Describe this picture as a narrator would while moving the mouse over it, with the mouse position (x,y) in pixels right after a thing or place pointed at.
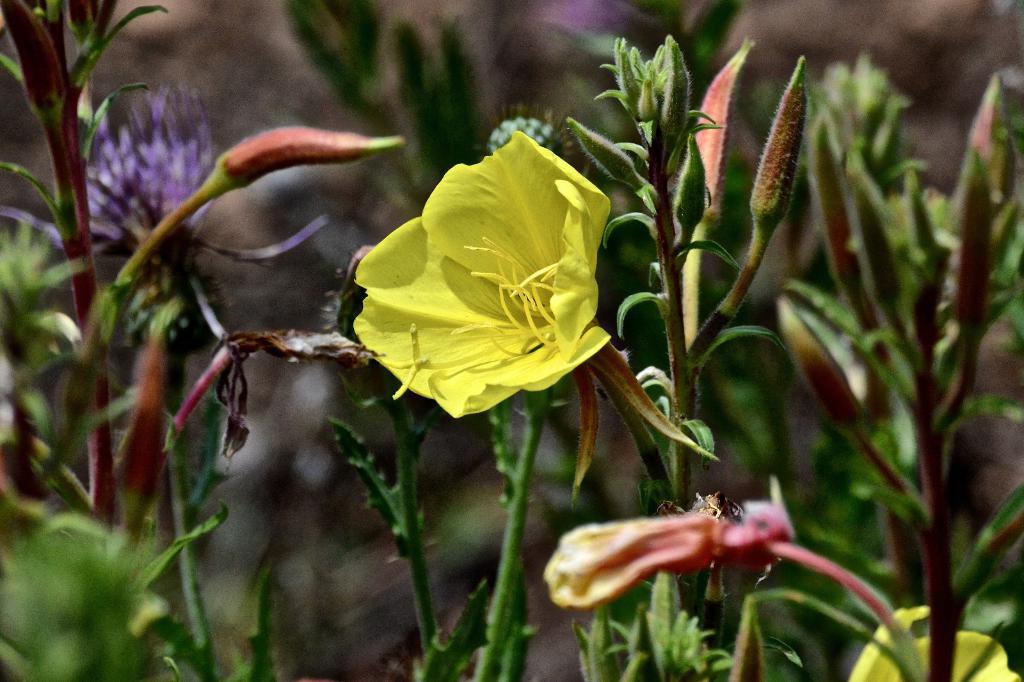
In this image we can see there are plants (756,441) and flowers (462,368).
